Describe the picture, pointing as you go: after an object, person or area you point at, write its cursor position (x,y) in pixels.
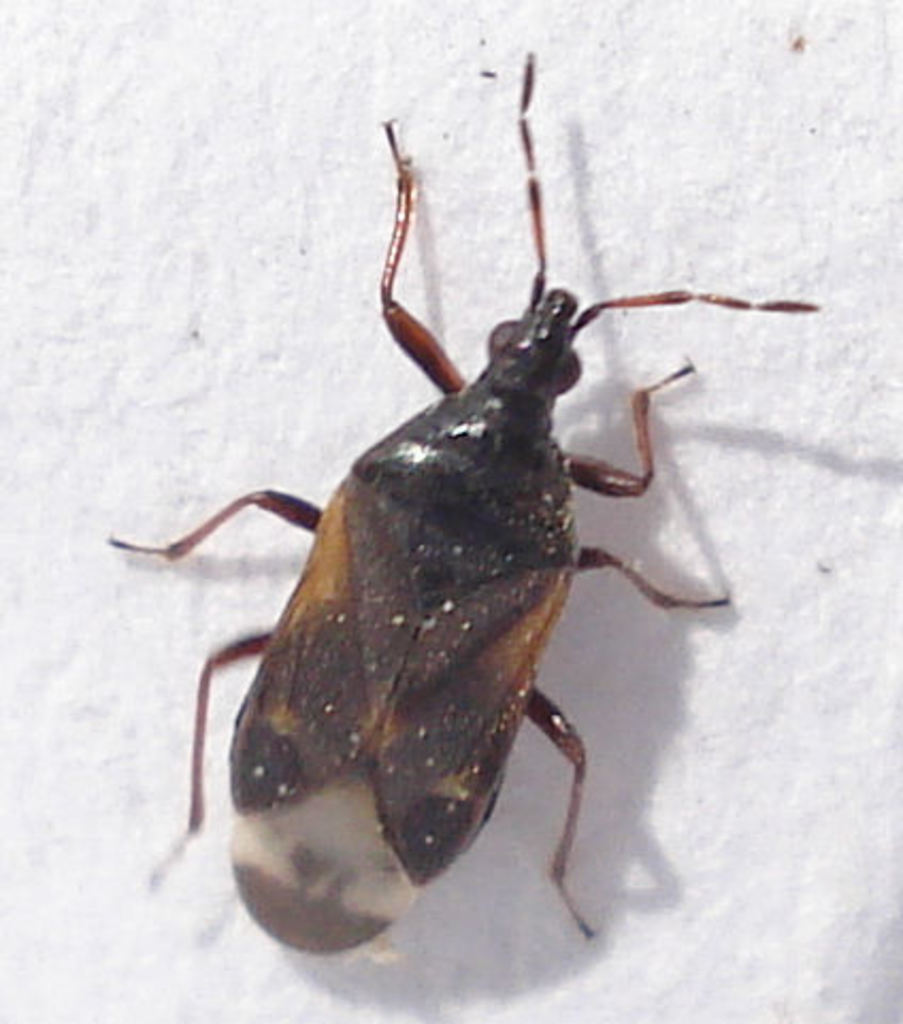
In this picture we can see an insect (445,546) in the front (456,514), it looks like a wall (251,278) in the background (208,211).
